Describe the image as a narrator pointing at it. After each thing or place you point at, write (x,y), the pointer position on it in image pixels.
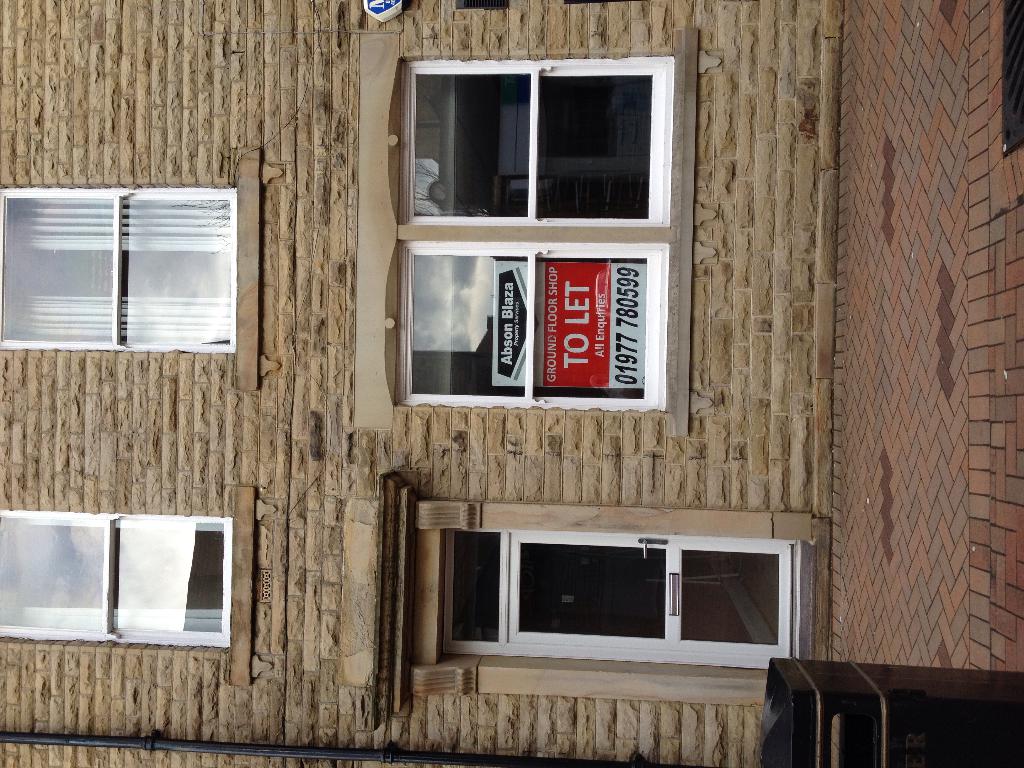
This is the front view of a building (362,581) where we can see glass windows (601,120), poster (557,316) and door (672,577). On the right side of the image (955,351), we can see a pavement (871,415). There is a dustbin (904,723) in the right bottom of the image (909,718).
